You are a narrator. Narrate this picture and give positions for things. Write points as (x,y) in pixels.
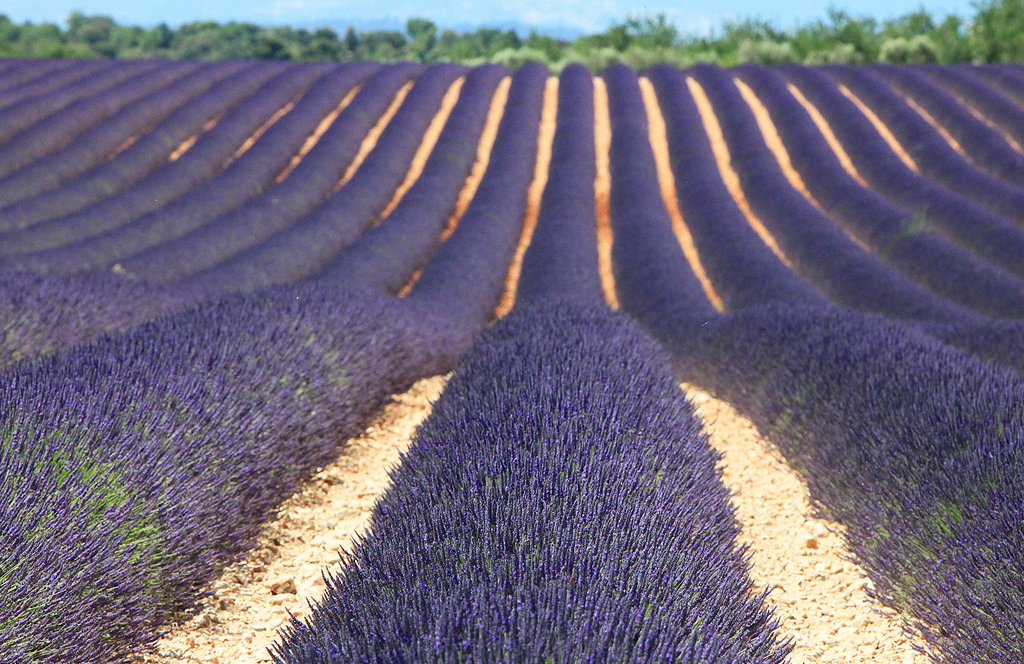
In this image we can see some plants (452,463) with flowers (514,548) on it, in the background (569,42), we can see some trees (763,35) and the sky (385,6) with clouds (587,12).
